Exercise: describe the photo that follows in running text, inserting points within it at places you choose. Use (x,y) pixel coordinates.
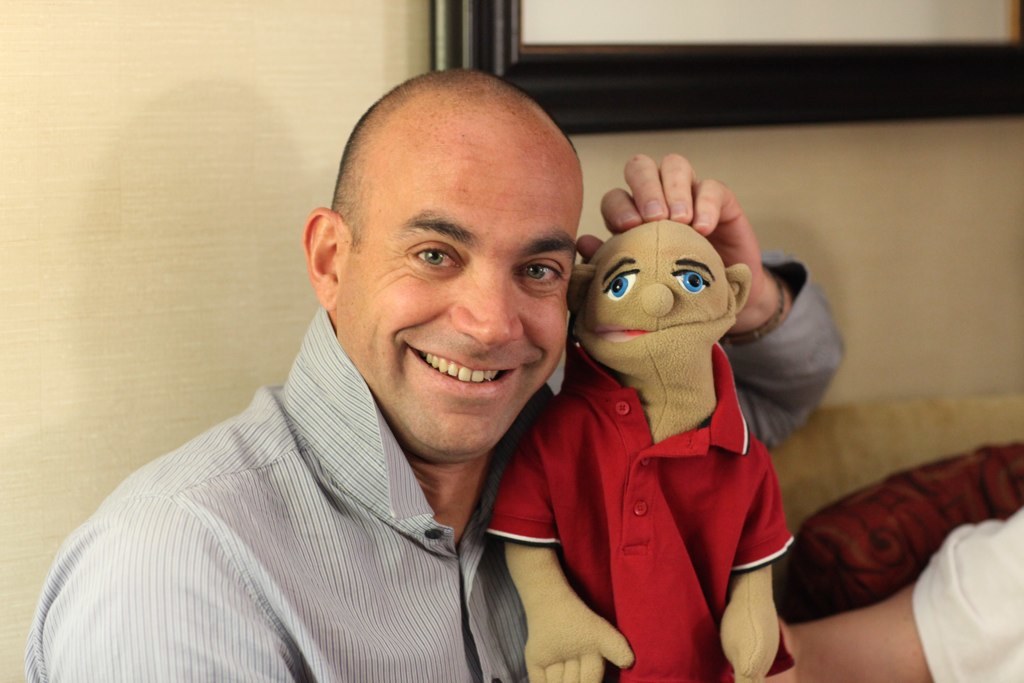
In this image in the front (332,437) there is a man (372,526) holding a doll (616,512) in his hand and smiling. On the right side (873,636) there is the hand (903,632) of a person (905,627) and there is a wall (920,240) in the background (893,186) and on the wall (901,209) there is a frame (765,49).
